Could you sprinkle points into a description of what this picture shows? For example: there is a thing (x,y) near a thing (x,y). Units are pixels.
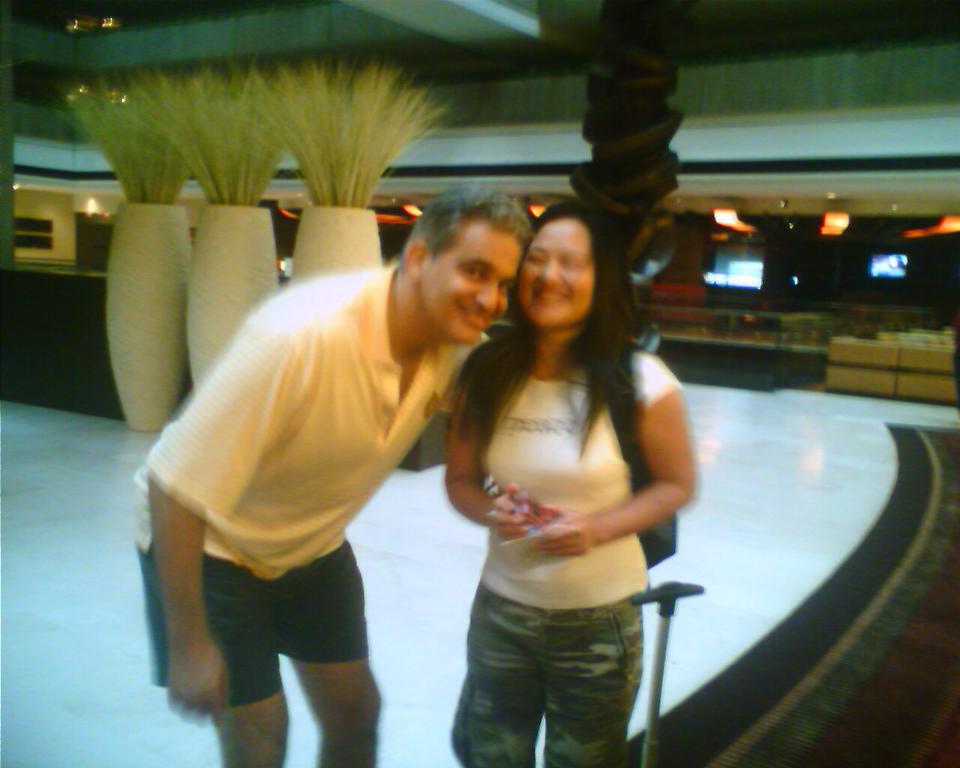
In this image there is a man (294,514) and a woman (553,486) with a smile on their face (480,291), behind them there are sofa chairs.
